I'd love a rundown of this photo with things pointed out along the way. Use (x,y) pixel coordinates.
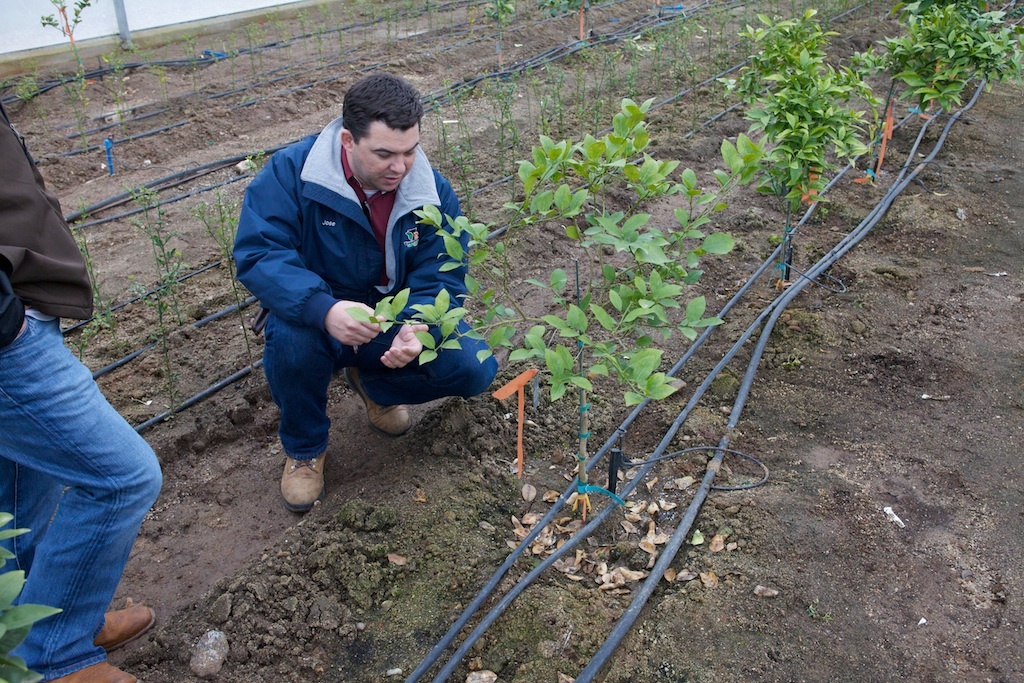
In this image we can see there is a person (374,237) holding a plant (455,327). There are plants (805,40), pipes (809,282) and people (81,374).
